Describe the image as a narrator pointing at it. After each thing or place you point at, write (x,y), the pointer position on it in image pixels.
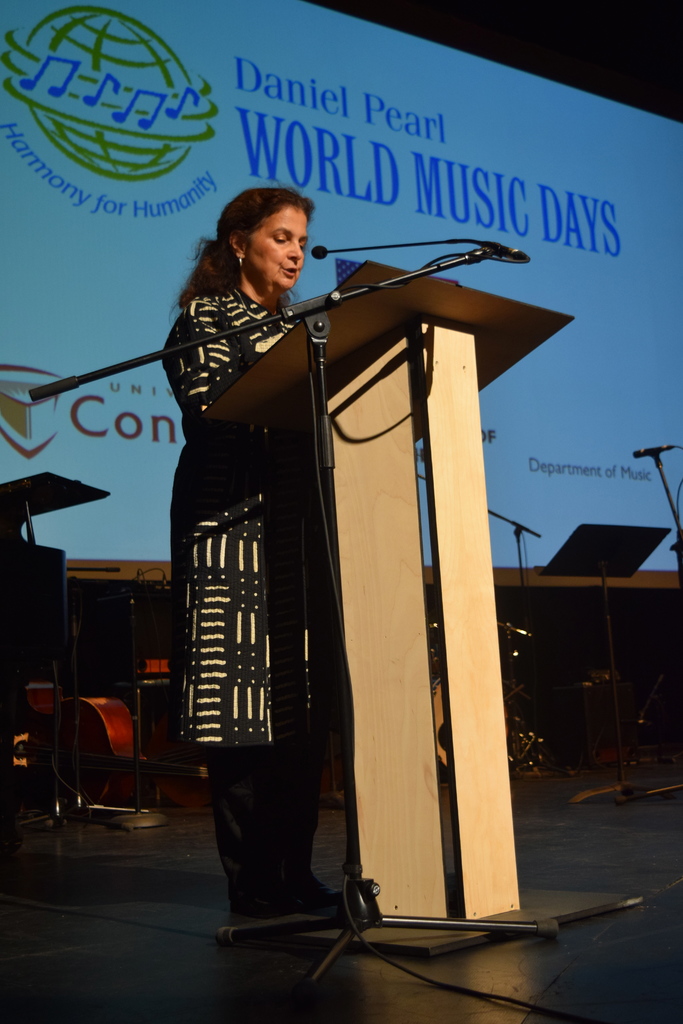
In the image there is a woman (278,247) standing in front of the table (382,272) and speaking something, behind the woman (214,395) there are some instruments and in the background (104,180) something being displayed on the screen (440,131) about music.
